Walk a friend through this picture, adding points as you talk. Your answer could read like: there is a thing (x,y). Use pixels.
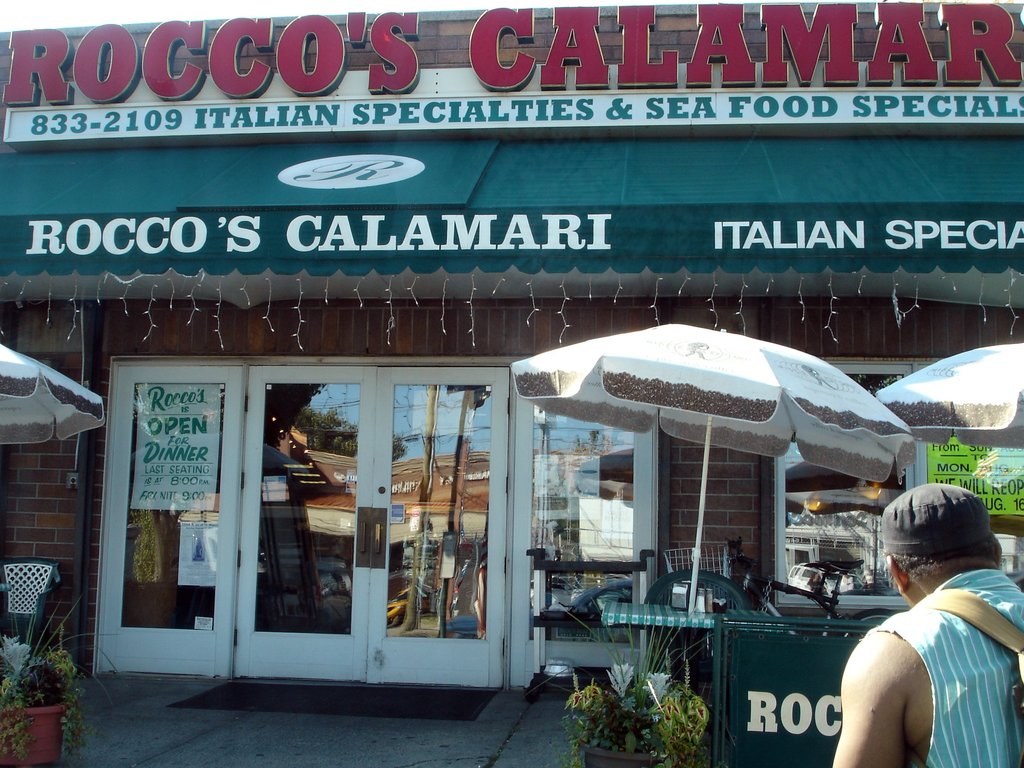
In the image we can see there is a person (932,562) standing and he is wearing cap (913,512). In front of him there is a shop (489,340) and on the top of the shop (322,139) there is a banner (836,120).
